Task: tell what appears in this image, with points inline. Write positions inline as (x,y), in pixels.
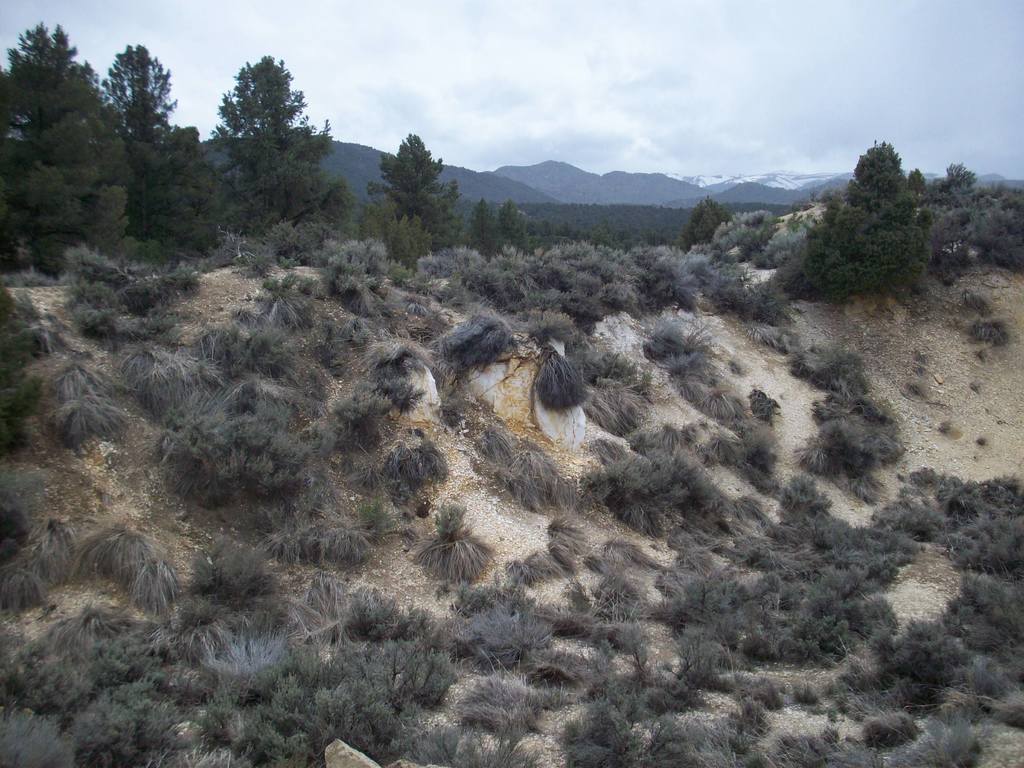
In the foreground of the picture (508,382) there are shrubs (502,446) and soil (1014,388). In the background of the picture (372,162) there are trees (663,232), hills (603,193). Sky (797,166) is cloudy.
